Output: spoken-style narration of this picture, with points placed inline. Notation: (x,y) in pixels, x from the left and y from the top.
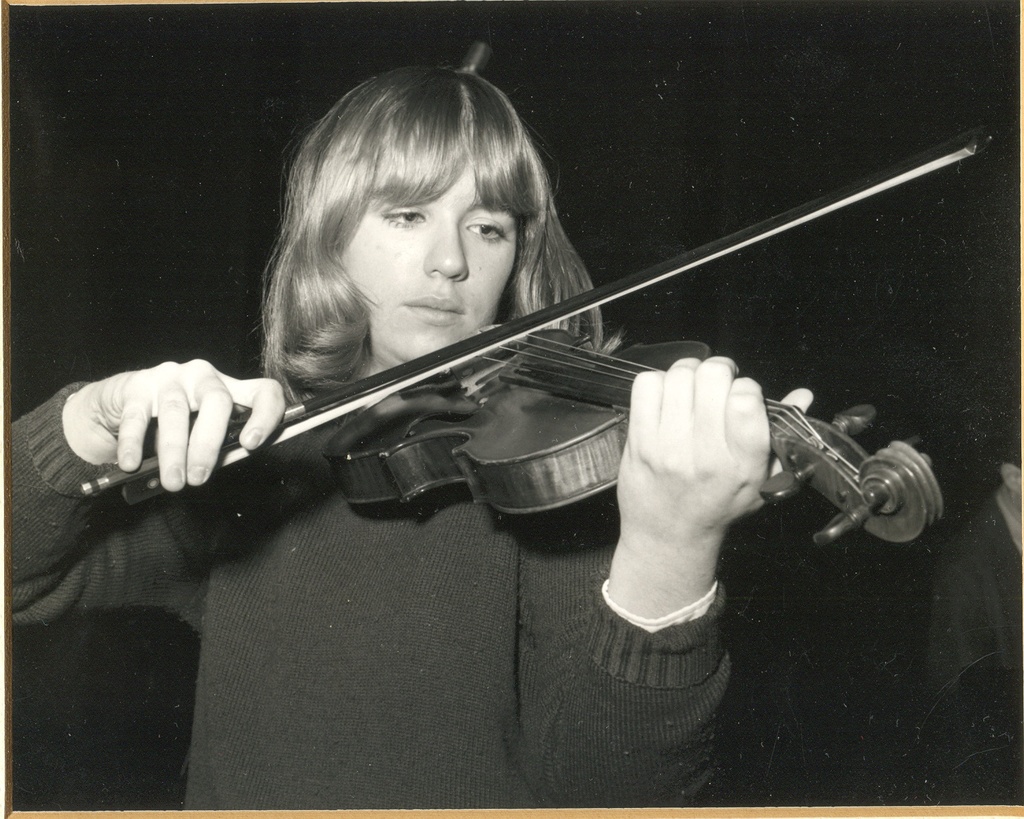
In this image I see a girl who is holding a musical instrument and she is wearing a sweater (265,504) and it is dark in the background (757,563).
